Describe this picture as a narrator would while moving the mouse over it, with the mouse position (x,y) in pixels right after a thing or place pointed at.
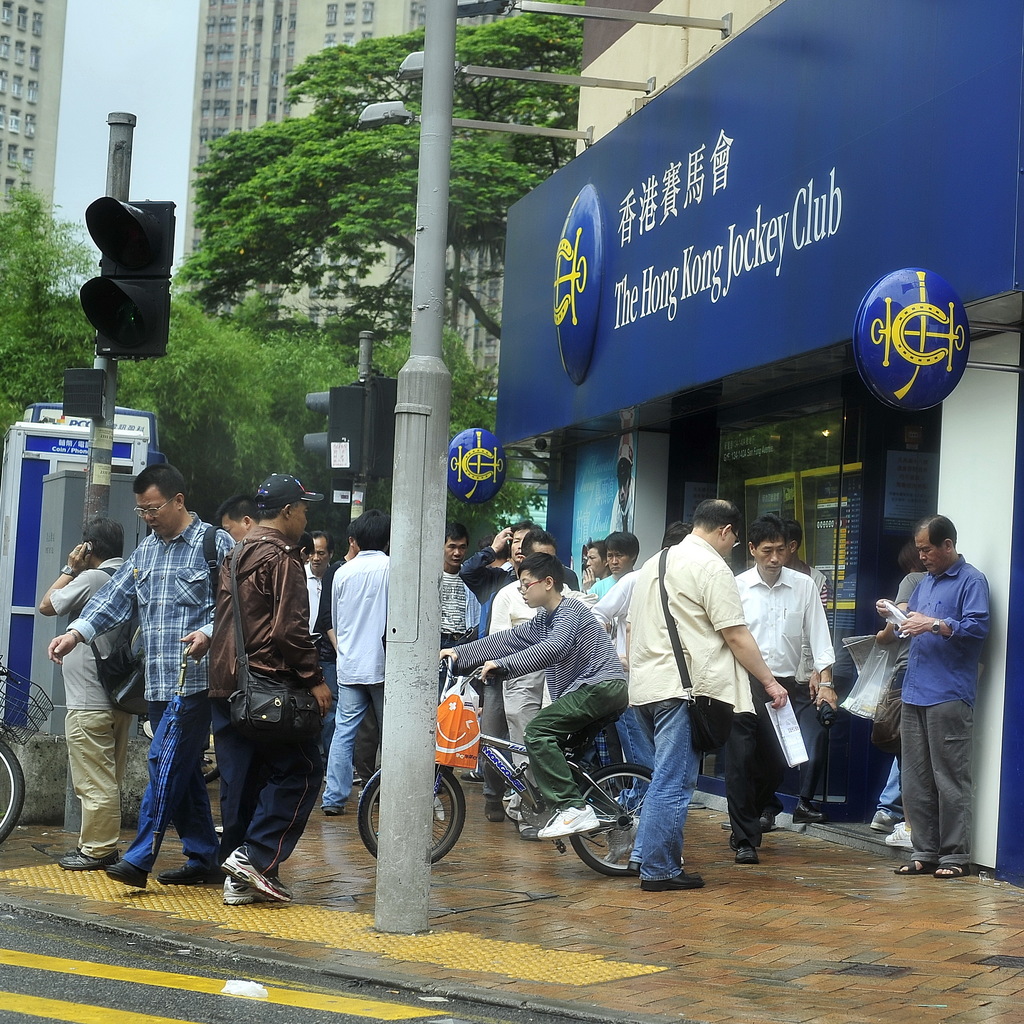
In the center of the image (434,359) we can see a pole (413,778) and a boy (551,780) is riding a bicycle (490,749) and carrying a bag (461,712). In the background of the image (996,81) we can see the buildings (990,582), trees (288,466), poles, traffic lights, lights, board (791,282), door (850,478) and some people (499,793) are standing and some of them are walking on the pavement (333,818) and some of them are carrying bags (664,562) and holding papers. At the bottom of the image (307,986) we can see the road (376,996). In the top left corner (172,22) we can see the sky (156,9).
